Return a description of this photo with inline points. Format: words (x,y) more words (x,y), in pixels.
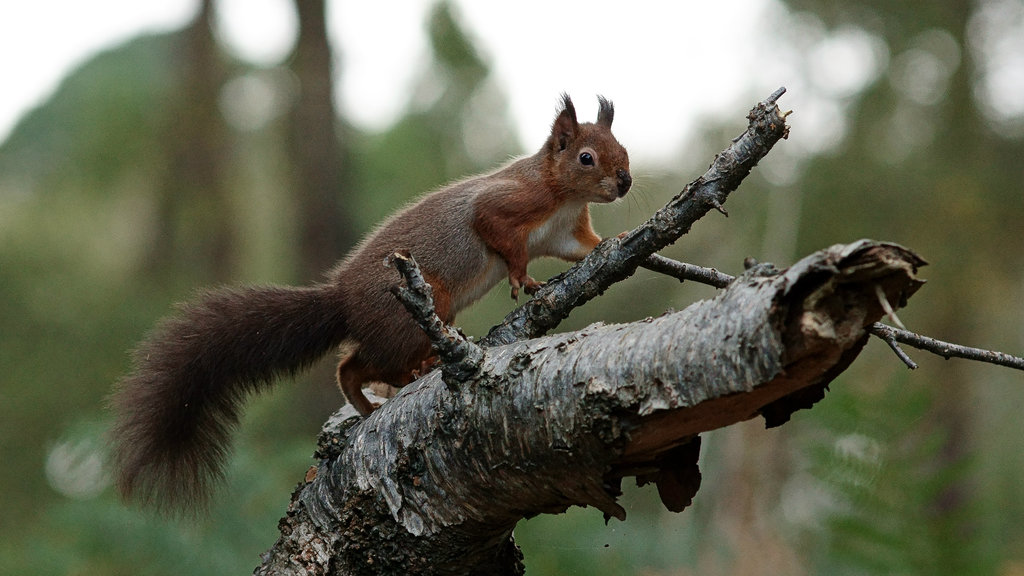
In this image, I can see a squirrel (449,315), which is on the tree branch (527,339). The background (133,210) looks blurry.
